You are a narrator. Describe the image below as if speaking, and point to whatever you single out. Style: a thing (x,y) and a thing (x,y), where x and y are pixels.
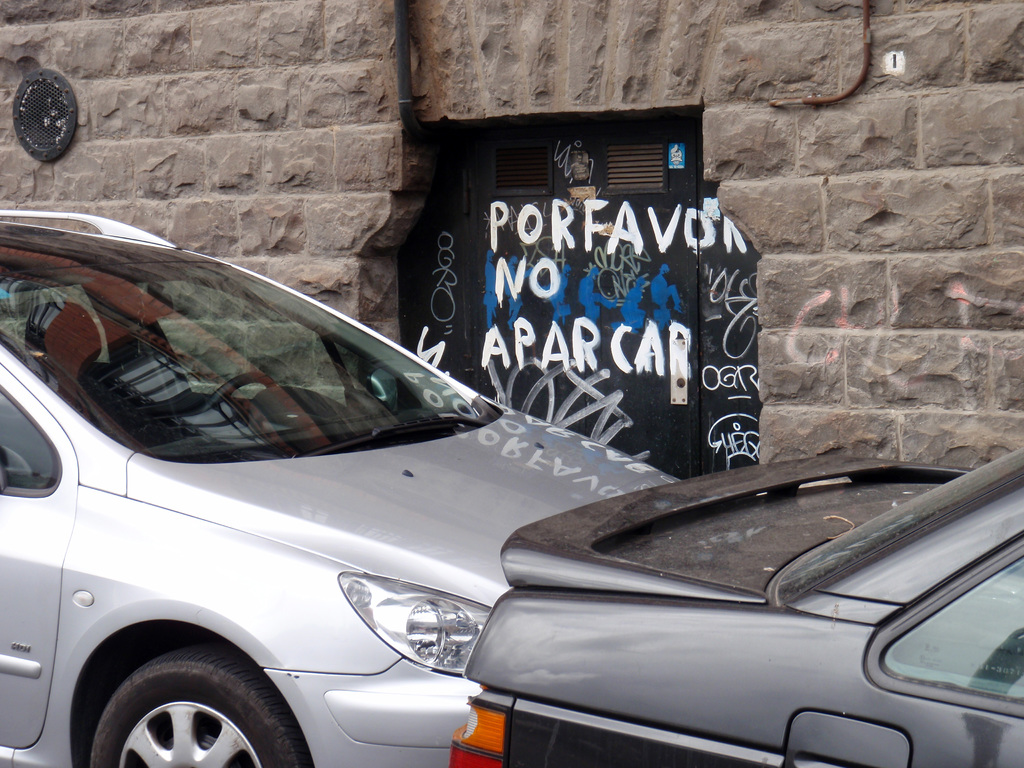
In this image on the foreground (450,536) there are cars (400,498). In the background (349,147) there is a wall (736,120). Here there is a door (541,243) in the middle (534,278). On it few texts (554,230) are there.
